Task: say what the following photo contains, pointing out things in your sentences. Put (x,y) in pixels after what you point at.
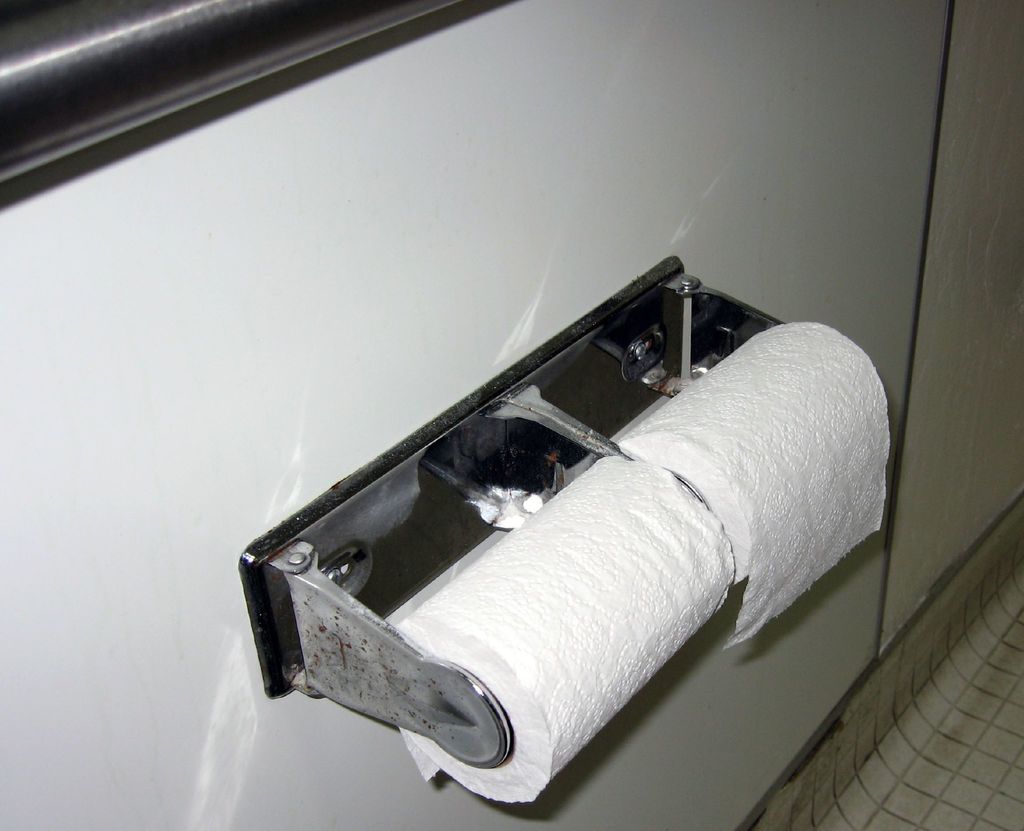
In this picture there are two white color tissue rolls (666,552) fixed to this wall (620,201). In the right side (985,728) we can observe floor (900,741). The wall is in white color.
